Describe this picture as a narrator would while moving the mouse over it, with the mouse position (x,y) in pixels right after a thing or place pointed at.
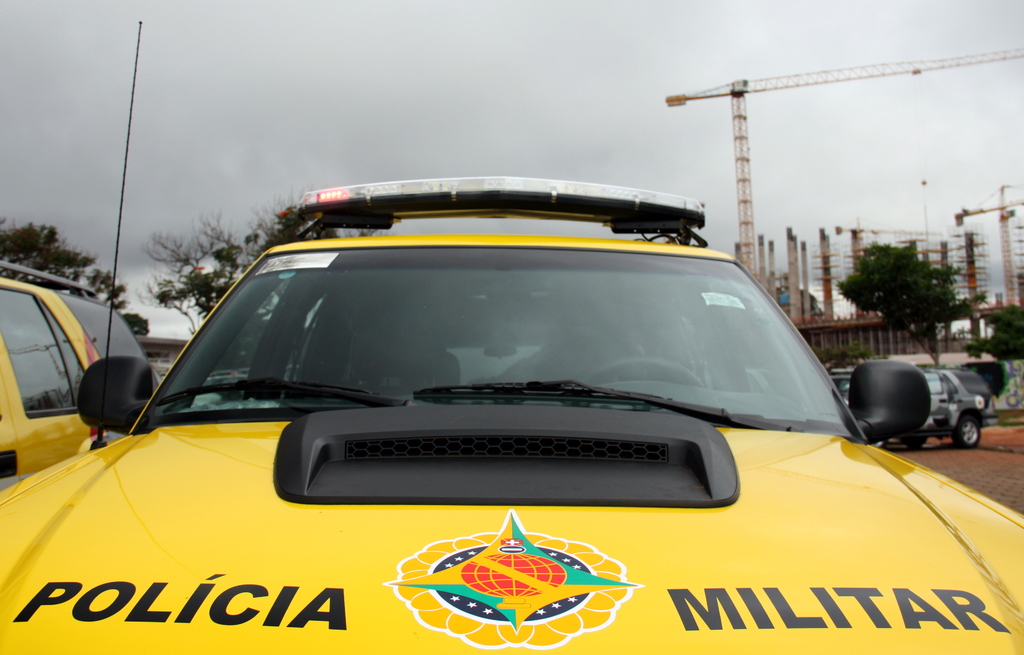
In this image I can see yellow color vehicles (470,437) and the sky (16,112), tower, poles (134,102) visible in the middle (681,233), on the right side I can see a vehicle (965,439).
